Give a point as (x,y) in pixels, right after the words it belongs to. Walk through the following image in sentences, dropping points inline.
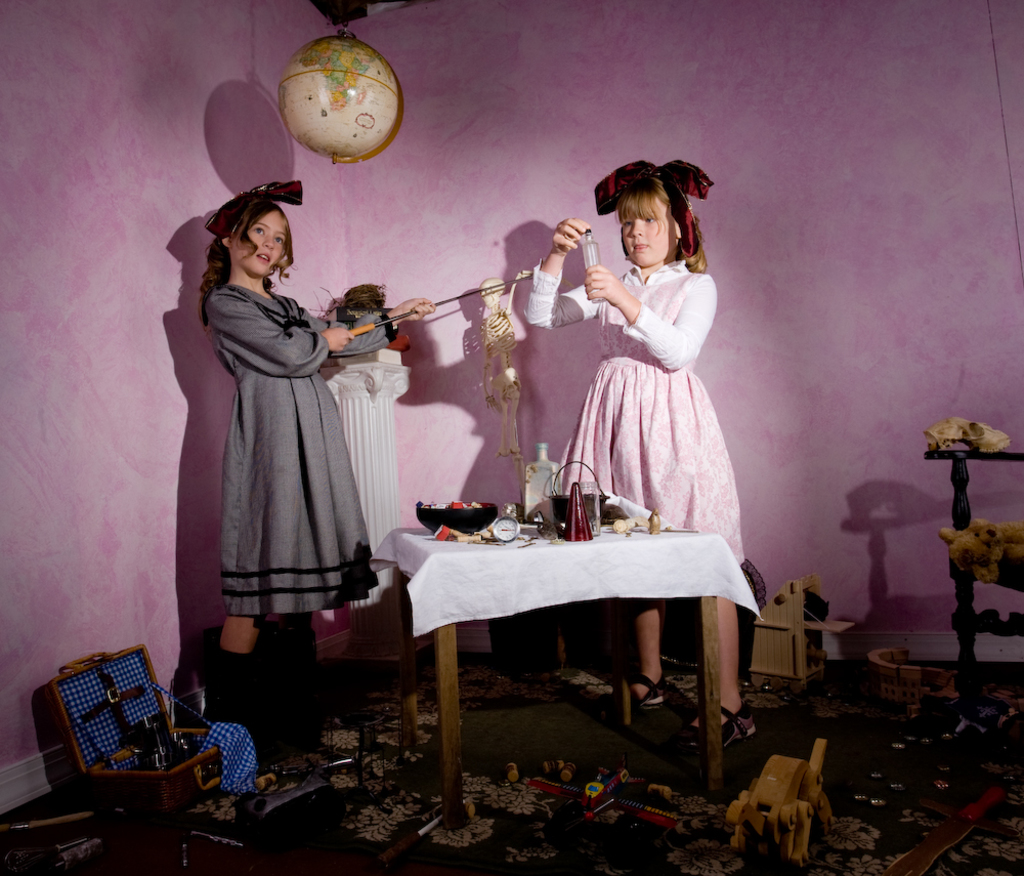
In this picture we can see two persons (306,413), on the right side (691,322) a girl (594,283) is holding a glass (588,267), on the left side (321,396) girl (288,406) is holding a stick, in a background (438,170) we can see a wall (455,192), in the bottom (740,820) there are some toys (754,806), there is a table (534,533) in front of the girl (677,349) and the table (502,531) contains one bowl (476,528), on the top of the image (308,125) we can see globe (323,81).
